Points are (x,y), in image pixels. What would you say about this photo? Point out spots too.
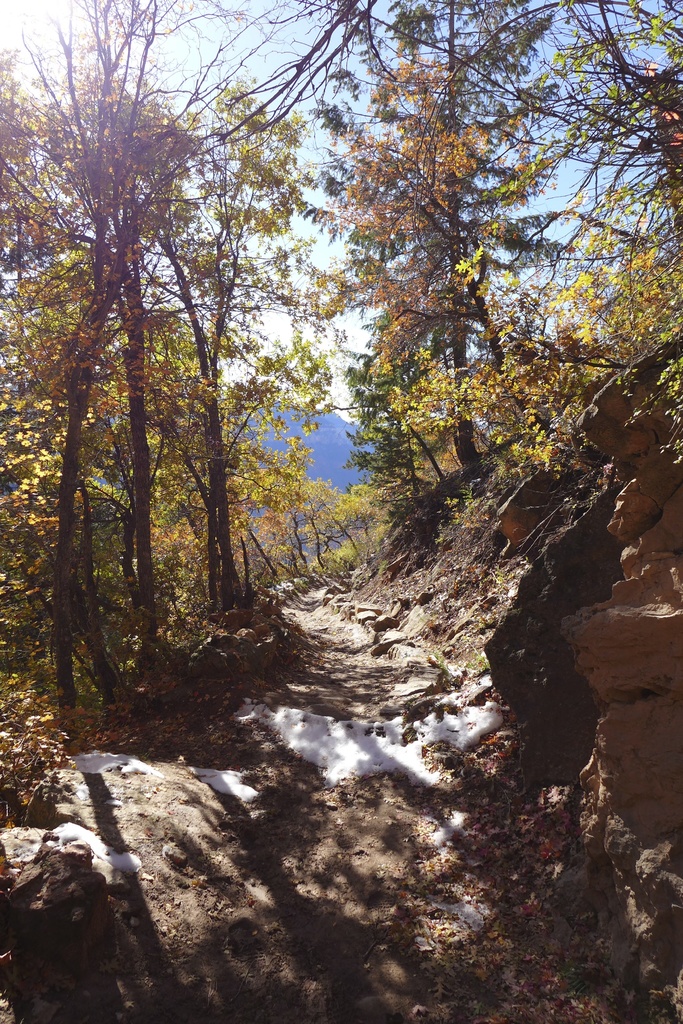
In this image we can see the trees (510,344). We can also see the dried leaves (478,861) on the ground (333,864). Some part of sky (569,199) is also visible in this image.
